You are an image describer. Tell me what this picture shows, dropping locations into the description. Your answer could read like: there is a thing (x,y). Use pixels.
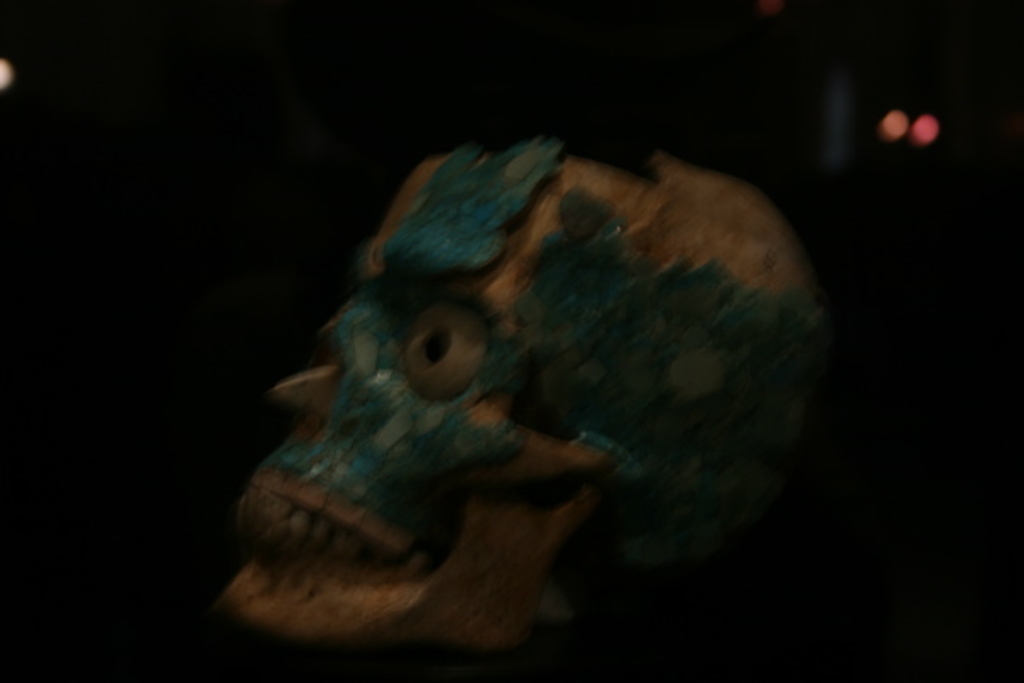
In this image we can see a skull (564,367). Behind the skull (480,329) the background (77,85) is dark.
